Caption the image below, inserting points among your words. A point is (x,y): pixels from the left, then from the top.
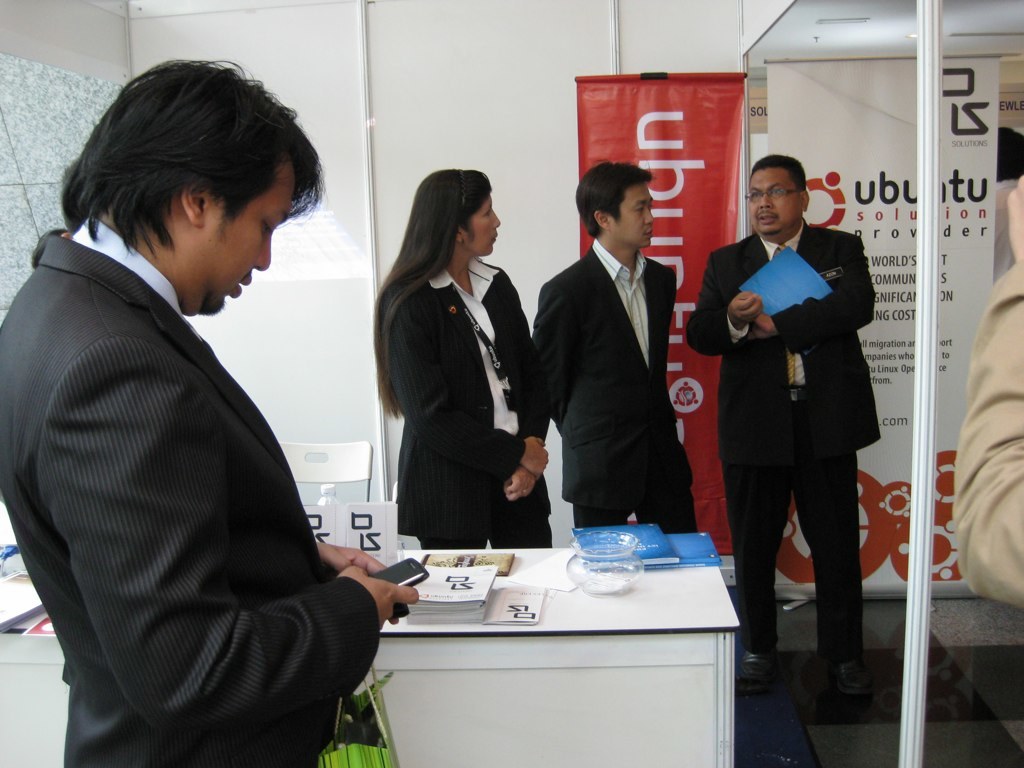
This picture is taken inside a room (770,698). There are few people (409,362) in the room (754,696). The man (203,620) standing at the left corner of the image (143,618) is wearing a black suit (154,469) and holding a bag (352,736) and also operating mobile phone (394,577). The man (785,453) at the right corner (777,459) is holding a book (786,302) in his hand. There is a table (501,577) and chair (319,466) in the image. There are many books (440,572) on the table (462,598). In the background (357,158) there is wall (349,81) and banners (711,125).
